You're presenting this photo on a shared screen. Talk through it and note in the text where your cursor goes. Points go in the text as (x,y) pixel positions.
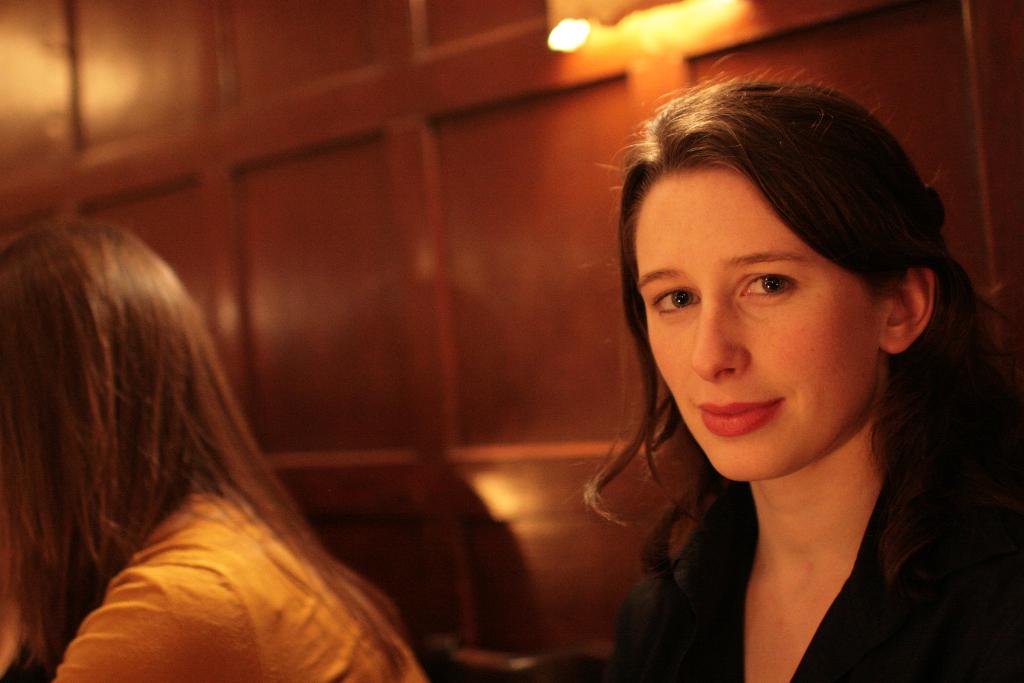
In this image there are two ladies (745,614), in the background (530,158) there is a wooden wall (503,211).
